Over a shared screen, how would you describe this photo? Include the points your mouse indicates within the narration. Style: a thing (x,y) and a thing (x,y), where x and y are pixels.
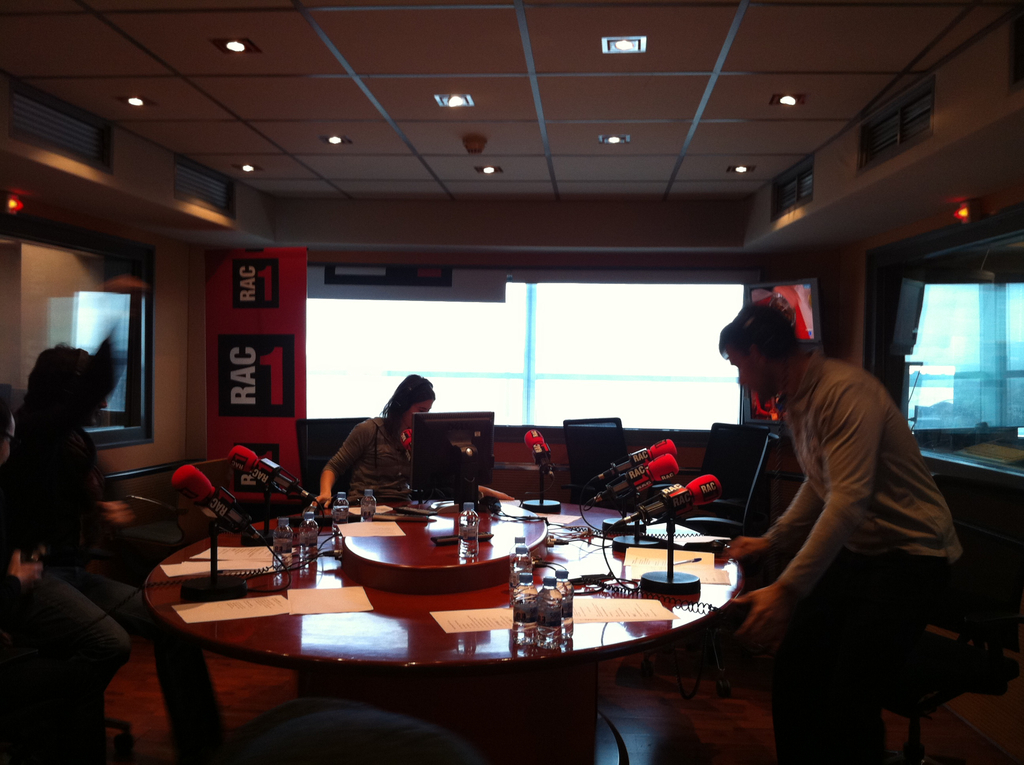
Here we can see group of people (768,370) sitting on chairs (168,524) and table (448,565) in front of them, having number of microphone (626,462) present, there are systems (488,442) on it behind that we can see a window (507,393) and there are lights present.
